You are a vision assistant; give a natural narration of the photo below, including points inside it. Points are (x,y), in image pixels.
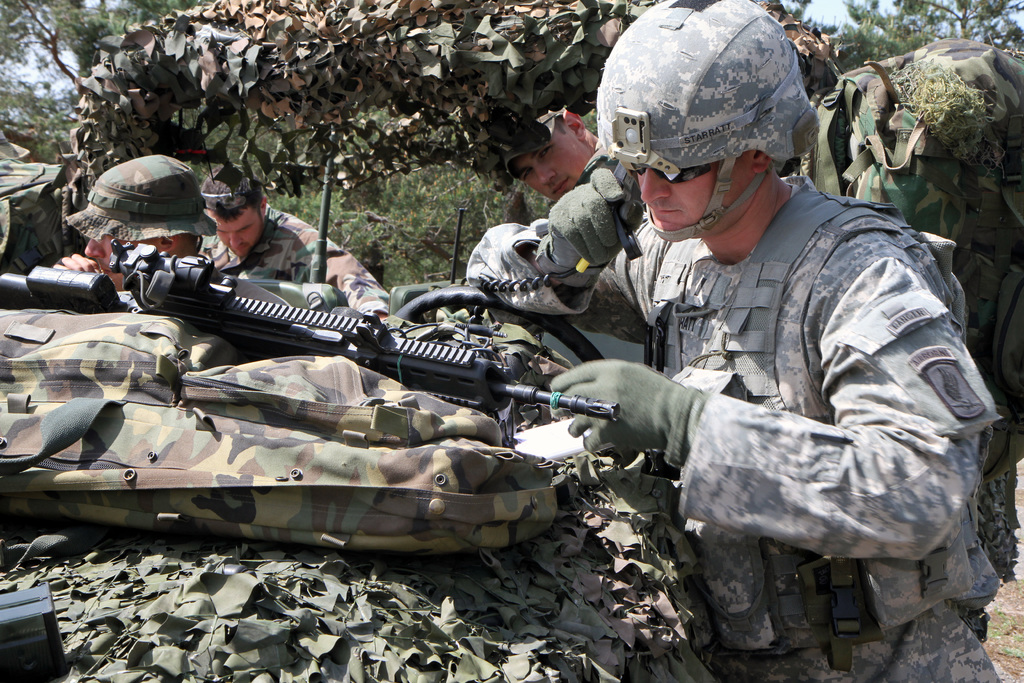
In this picture I can see few army men (661,166) in the middle (638,295), on the left side (319,405) I can see the weapons (365,344) and a bag (308,442), in the background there are trees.
